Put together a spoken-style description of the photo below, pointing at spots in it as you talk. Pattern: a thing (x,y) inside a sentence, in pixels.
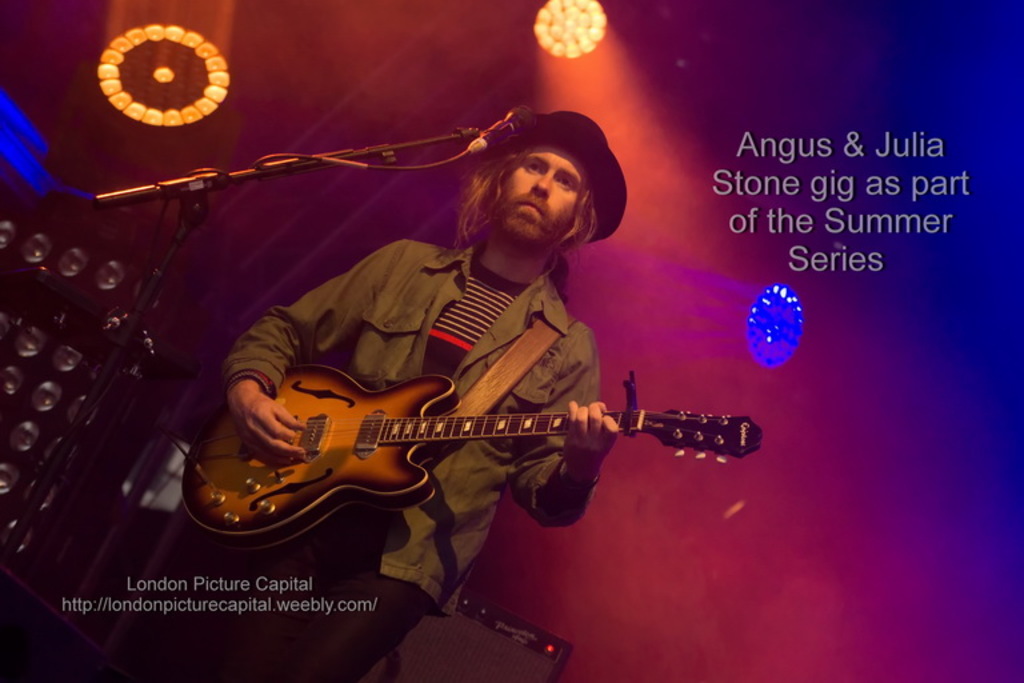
There is a man (504,331) playing guitar (424,439). He wear a hat (608,178). This is mike (270,165). In the background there are the lights (555,37).
